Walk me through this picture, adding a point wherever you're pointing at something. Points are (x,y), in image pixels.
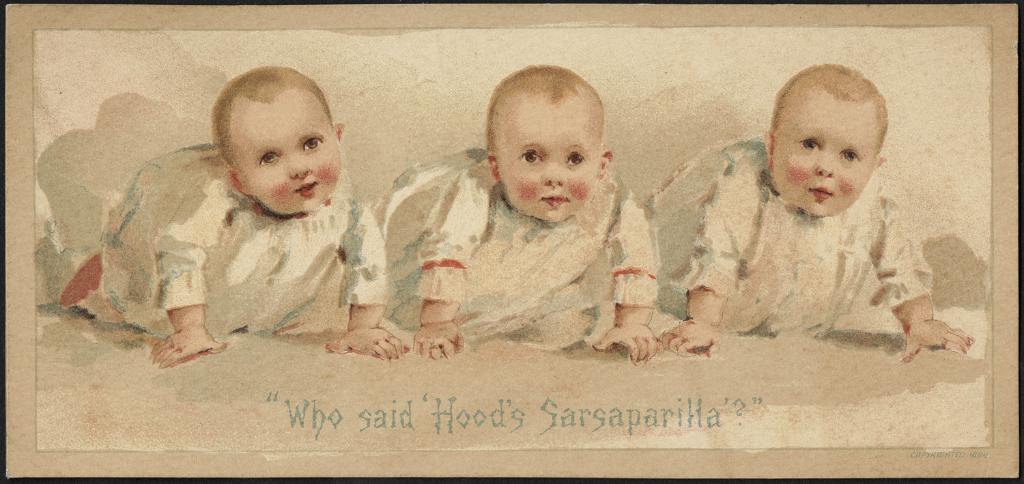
This is a picture of a painting (173,155), where there are three babies (601,256) and words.
